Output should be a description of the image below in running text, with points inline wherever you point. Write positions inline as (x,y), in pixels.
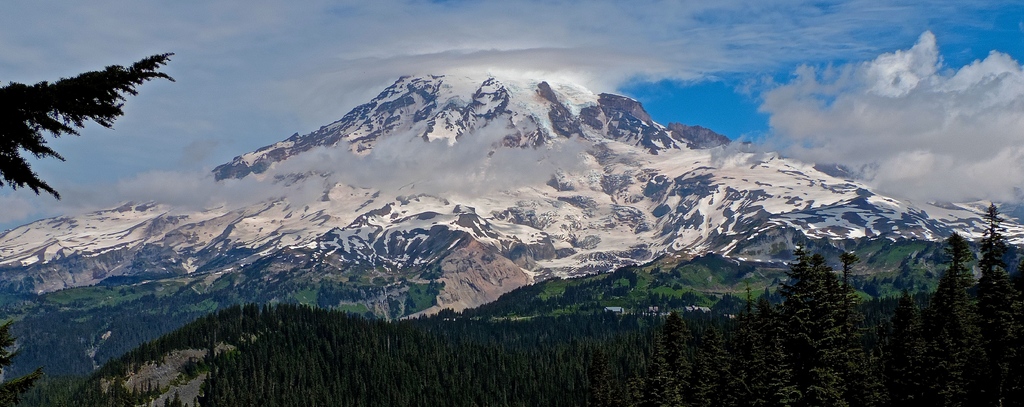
This image consists of mountains (504,246). There are trees (482,349) at the bottom (440,385). There is sky (476,58) at the top (542,35).
